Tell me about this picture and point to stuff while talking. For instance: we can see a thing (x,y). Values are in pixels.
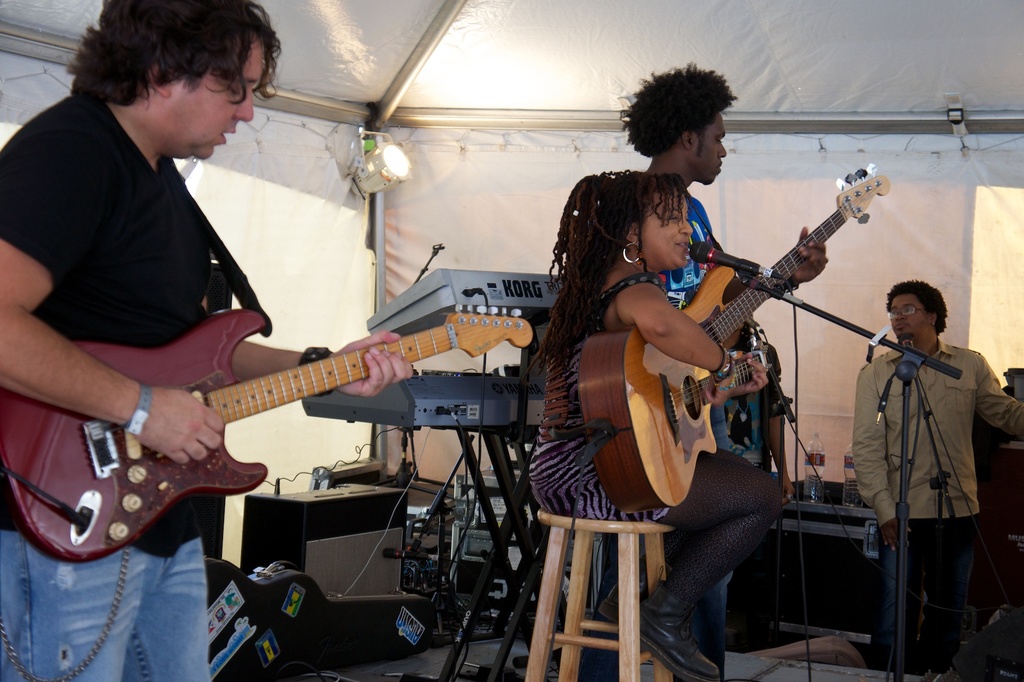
Two men (688,183) playing a guitar (223,408). There is a women (626,263) who is sitting on a chair (620,530) and playing a guitar (671,407) while singing. On the right (954,423) there is a person (924,384) who is looking to the piano (417,307). On the bottom (341,514) there is a musical instruments (340,569). Here it's a light (393,163).
